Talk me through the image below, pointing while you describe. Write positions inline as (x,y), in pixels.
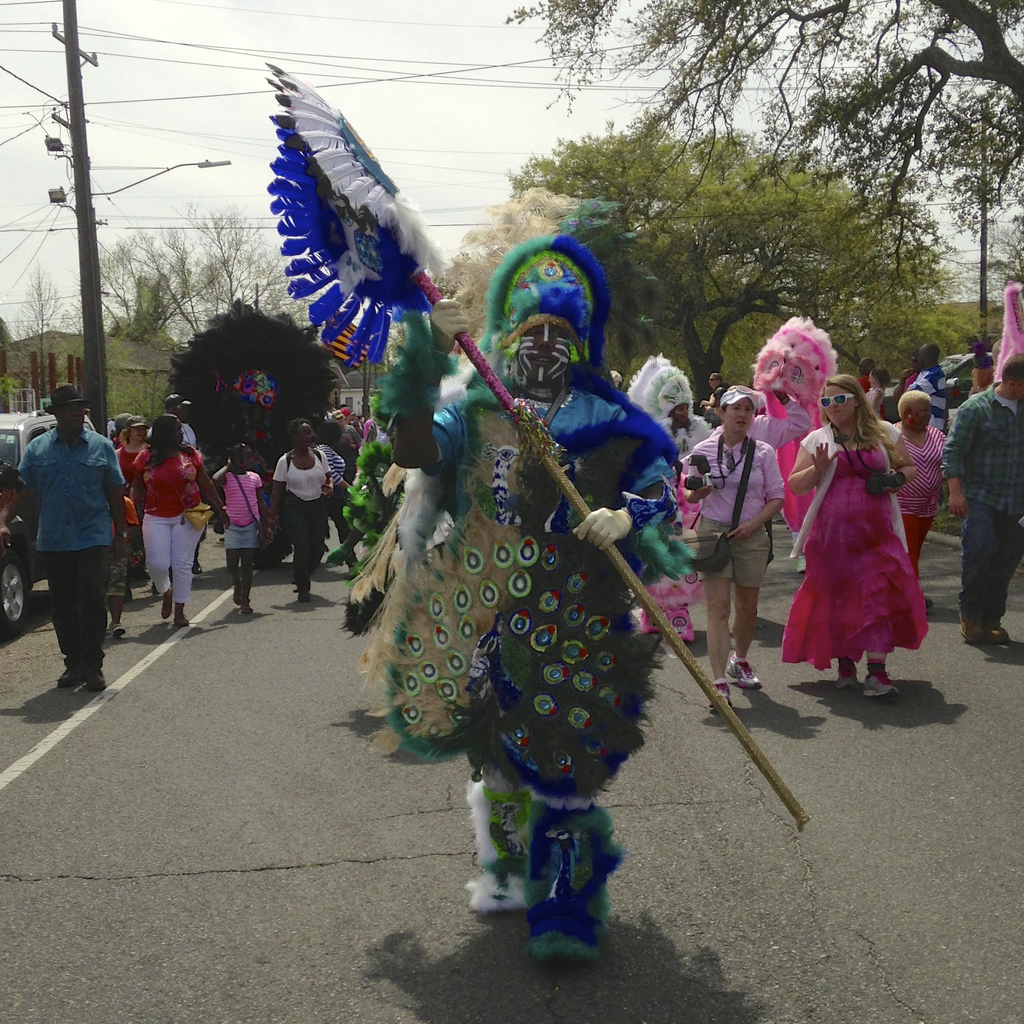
This picture is clicked outside. In the center (465,434) we can see a person (533,501) wearing a costume (539,517), holding an object (355,246) and seems to be walking on the ground (881,849). In the background (936,485), we can see the group of persons (847,501) and we can see the sky (259,71), cables (109,199), light (208,163) attached to the pole (98,286) and we can see the houses (147,363), trees (695,235), vehicle (27,423) and some other objects (16,406).
